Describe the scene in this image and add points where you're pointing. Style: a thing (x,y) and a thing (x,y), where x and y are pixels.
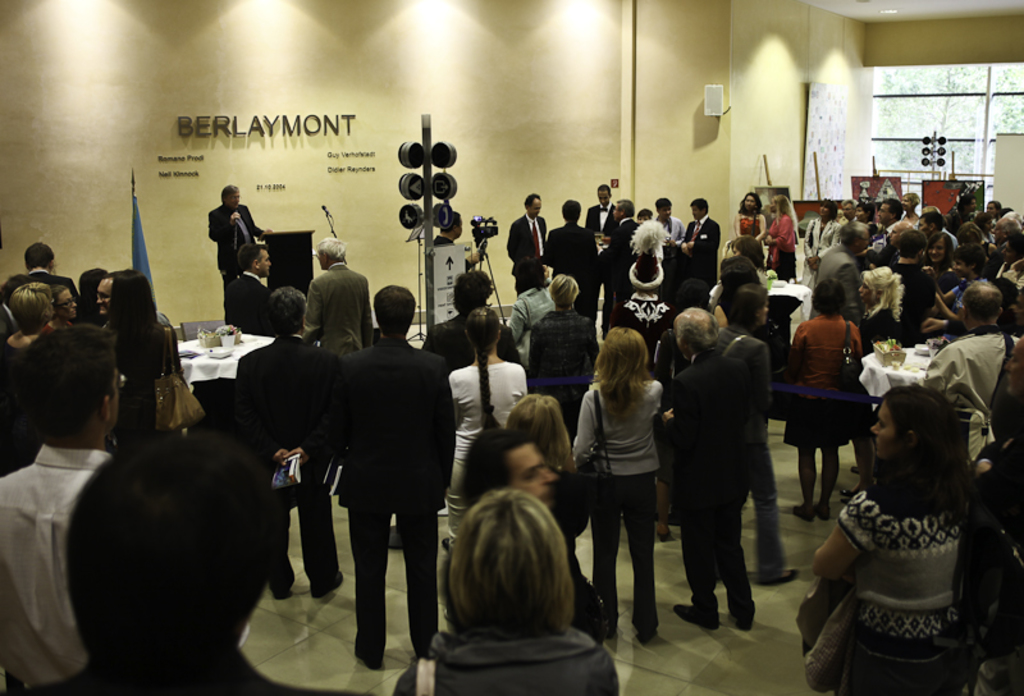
In the foreground of this image (567,473), there are people (756,473) standing on the floor (764,619). We can also see few tables (791,291) and a chair (186,324). On the left (233,222), there is a man (258,228) standing near a podium (275,245), and mic (321,206), a flag (135,250) and some text (298,127) on the wall (342,130). In the middle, there is a man (450,243) standing in front of a camera (480,237). In the background (904,182), there are few frames (896,183), wall (800,52) and the glass (938,106).
